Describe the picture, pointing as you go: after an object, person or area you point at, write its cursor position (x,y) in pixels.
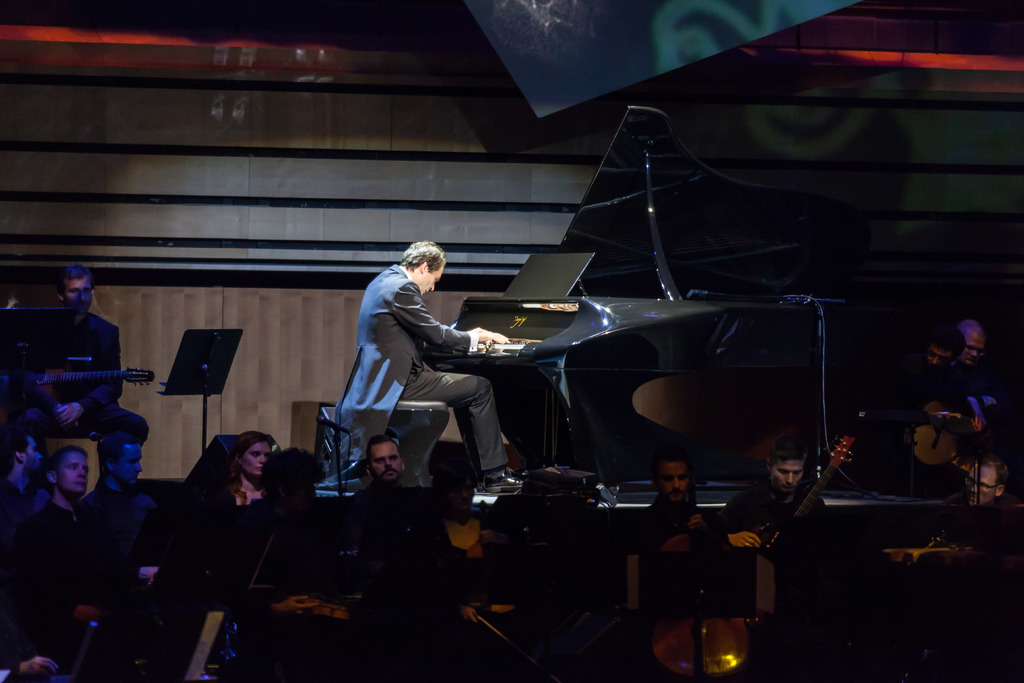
In the image we can see there are many people (122,460) wearing clothes (84,424) and some of them are wearing shoes (510,485). Some of them are holding musical instruments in their hands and the corners of the image are dark.
